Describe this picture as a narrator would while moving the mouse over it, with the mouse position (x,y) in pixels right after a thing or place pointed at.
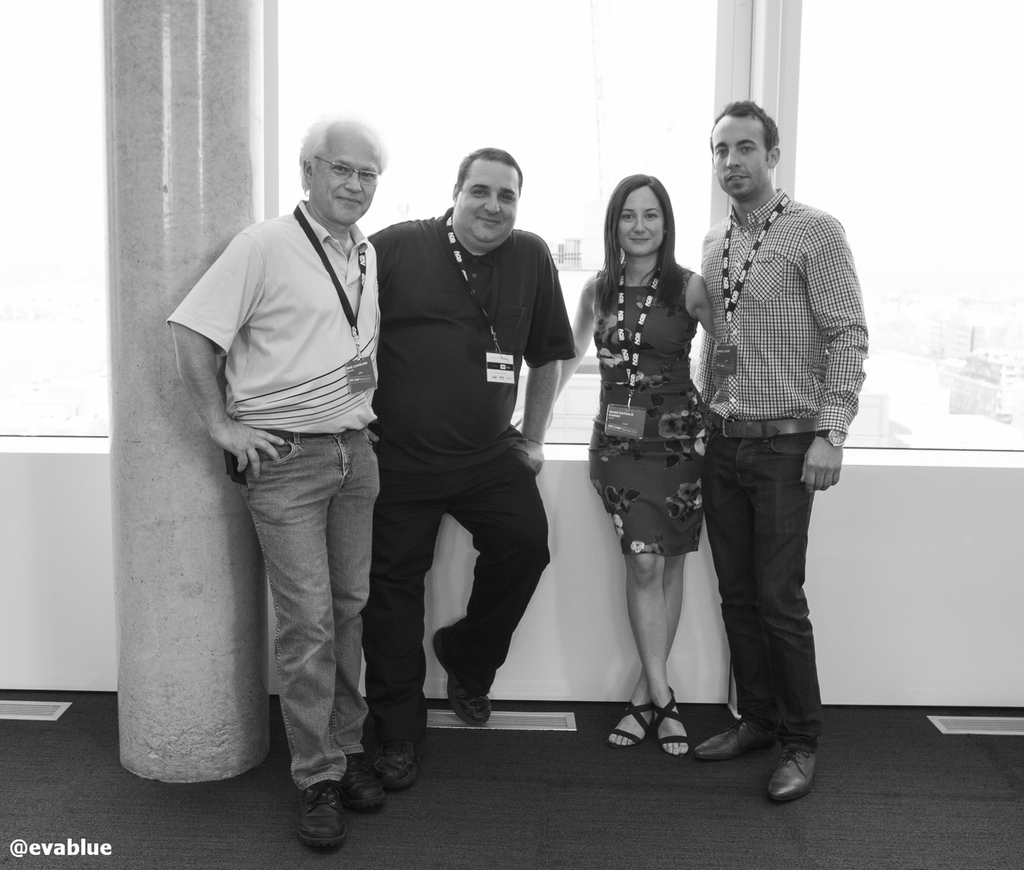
In this image we can see two pillars (749,79), one small wall (966,515), four people (560,340) standing and wearing ID cards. Some buildings (867,424), one carpet (151,822) on the floor (256,812), some text (47,852) on this image and some objects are on the surface (498,803).
